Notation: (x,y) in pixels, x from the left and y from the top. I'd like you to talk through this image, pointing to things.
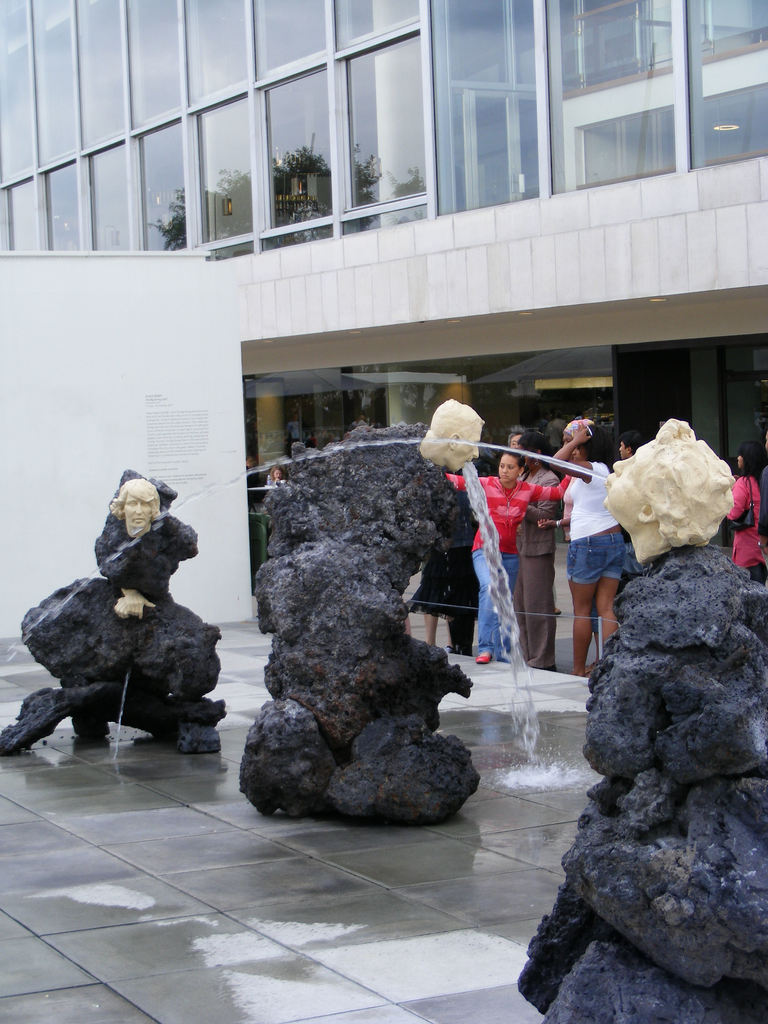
In this image there is a fountain (363,683), beside the fountain (612,483) there are people (598,492) and there is a building (510,229) and the building (46,135) is covered with glasses (481,140).
